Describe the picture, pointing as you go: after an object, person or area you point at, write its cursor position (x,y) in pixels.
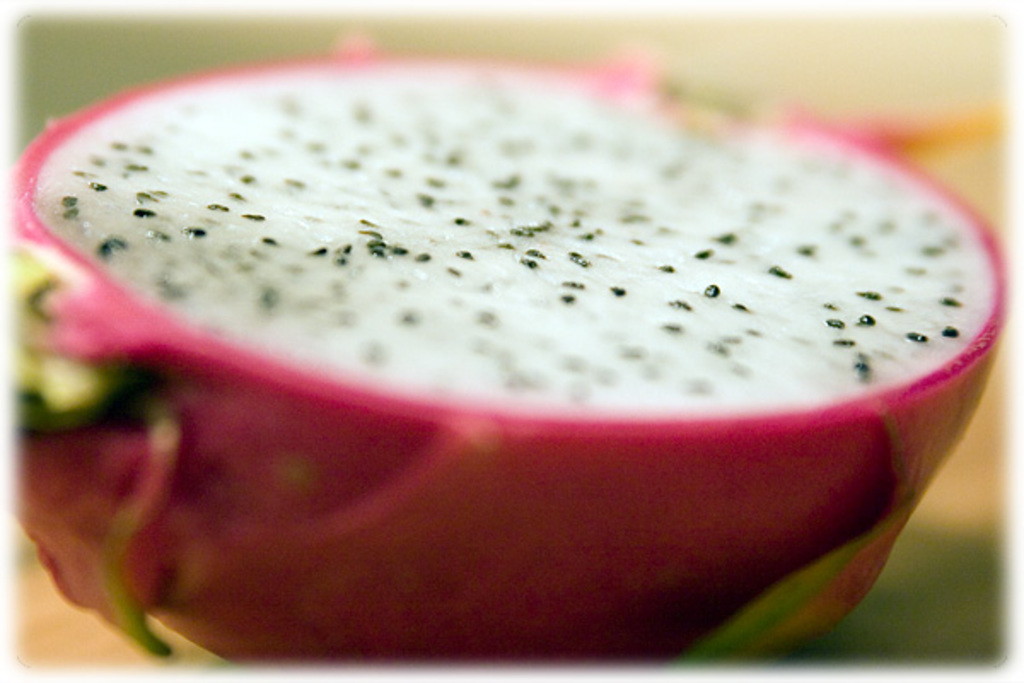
It is a zoomed in picture of a dragon fruit (514,459).
